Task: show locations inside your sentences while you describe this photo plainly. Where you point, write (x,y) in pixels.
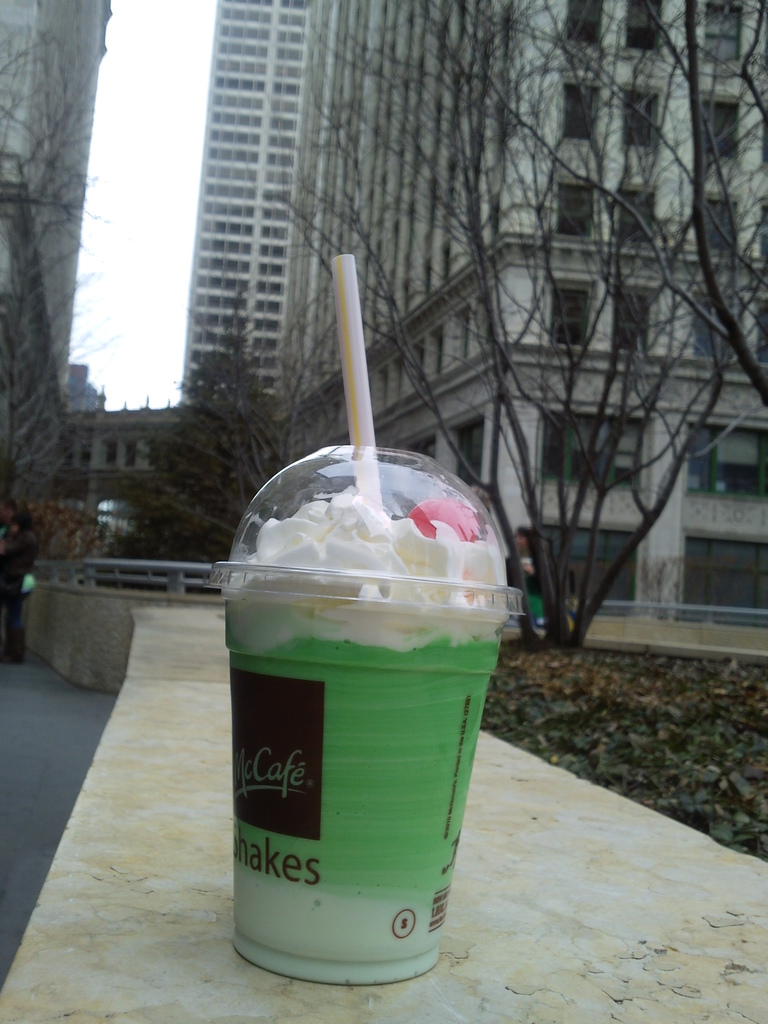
In this picture there is a glass (405,624) of shake (385,868) in the center of the image (288,523) and there are trees (29,461) and buildings (281,167) in the background area of the image (377,246).
